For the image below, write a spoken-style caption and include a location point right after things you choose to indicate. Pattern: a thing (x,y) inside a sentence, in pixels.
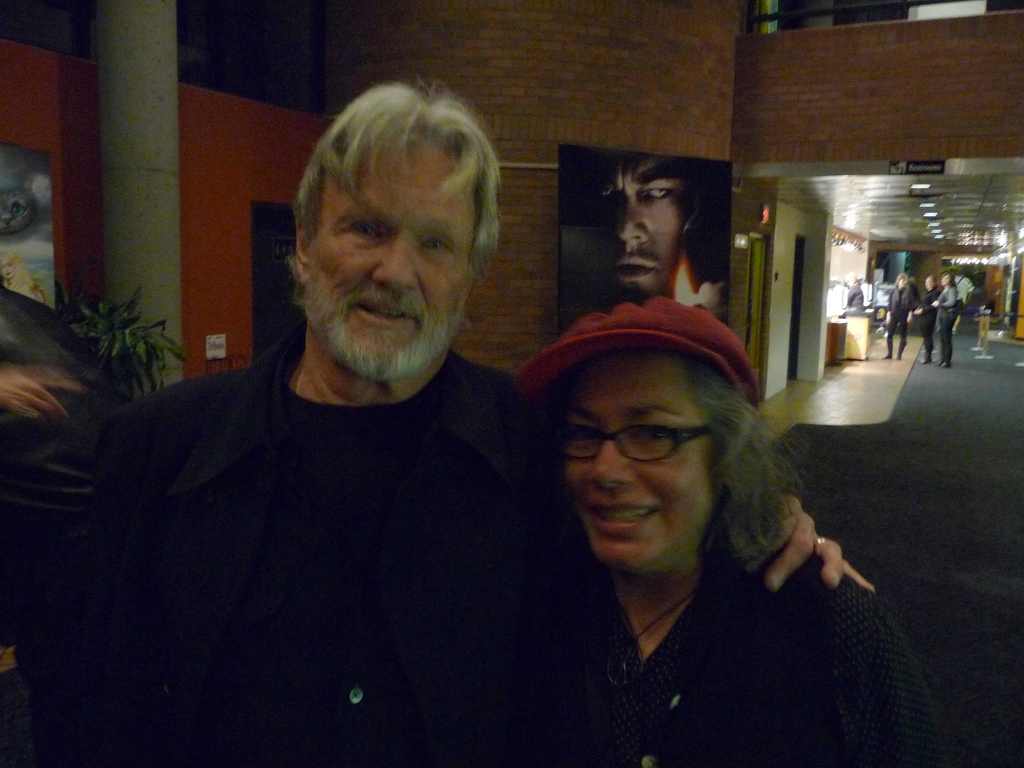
This image consists of two persons (526,710) in the front (580,668). Both are wearing black dress (462,681). The woman (643,507) is wearing a red cap (682,325). On the left (208,268), we can see a wall (526,132) along with the pillar (172,263). And there are frames (675,163) on the wall (658,120). At the bottom (967,586), there is floor mat (875,518) on the floor (953,348). In the background (957,307), we can see few people (930,331). And we can see a small plant (149,377) beside the pillar (176,377).
